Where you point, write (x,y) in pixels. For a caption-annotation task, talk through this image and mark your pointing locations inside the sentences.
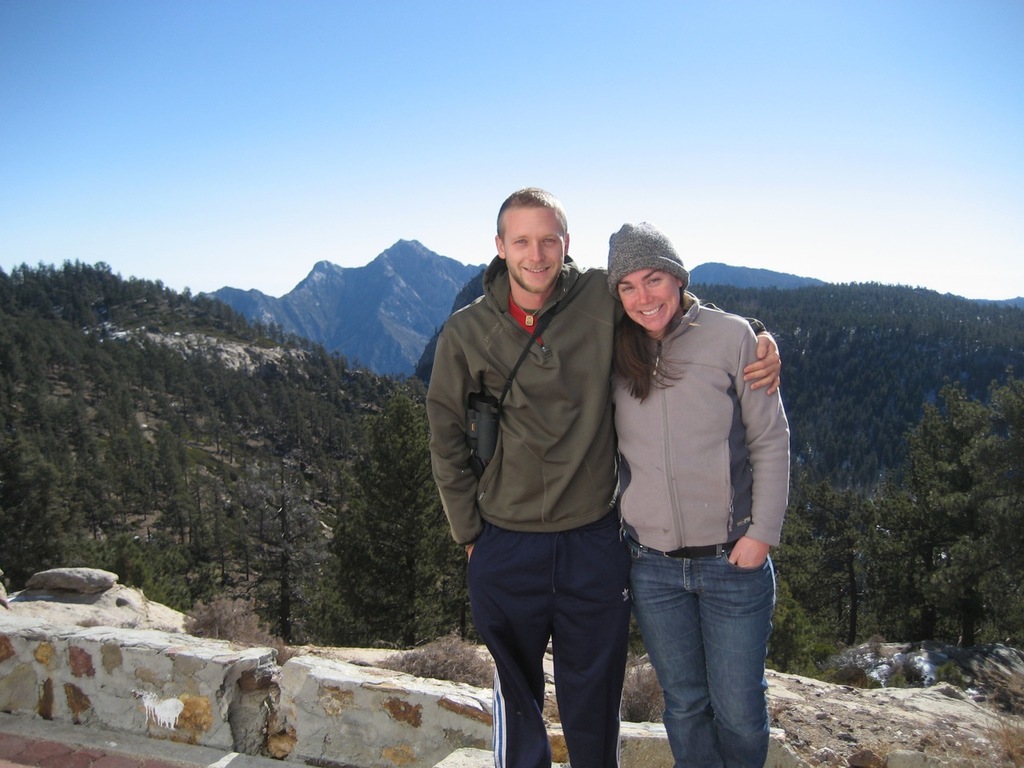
In this image I can see a man (521,589) and a woman (691,494) are wearing jackets (619,405), jeans (666,614), standing, smiling and giving pose for the picture. In the background (249,375) there are some trees (249,418) and hills (347,291). On the top of the image (549,126) I can see the sky (607,89).
